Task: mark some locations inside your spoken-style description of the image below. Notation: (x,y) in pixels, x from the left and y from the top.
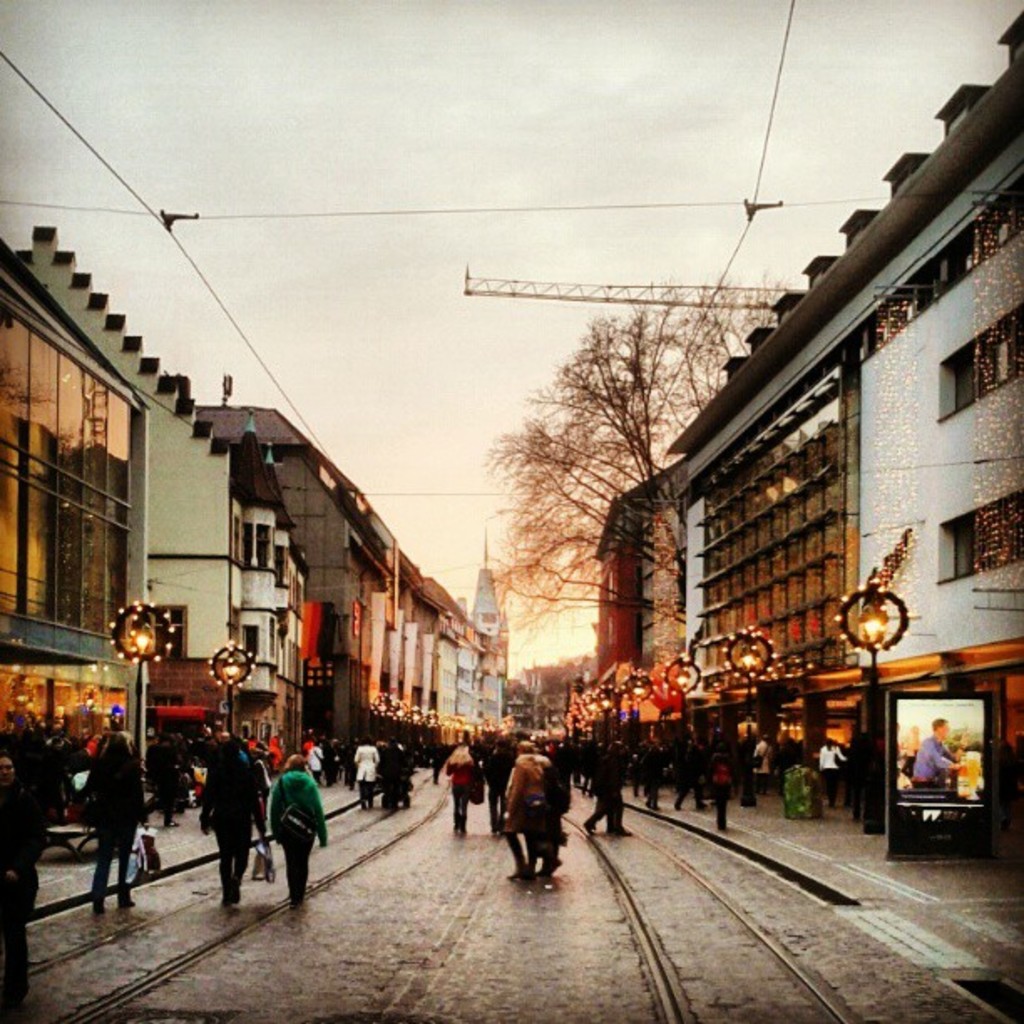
This image is taken outdoors. At the bottom of the image (481,950) there is a road (360,934) and there is a sidewalk (865,910). At the top of the image (245,152) there is a sky (556,214) with clouds (644,216) and there are a few wires (727,268) and an iron bar (588,298). In the middle of the image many people (365,768) are walking on the road (363,865). On the left (248,603) and right sides of the image there are a few buildings (293,555) and decorated with lights (425,718) and lamps (633,681). There are a few street lights (379,707) and there is a tree (638,424). On the right side of the image (924,773) there is a board (915,764).
